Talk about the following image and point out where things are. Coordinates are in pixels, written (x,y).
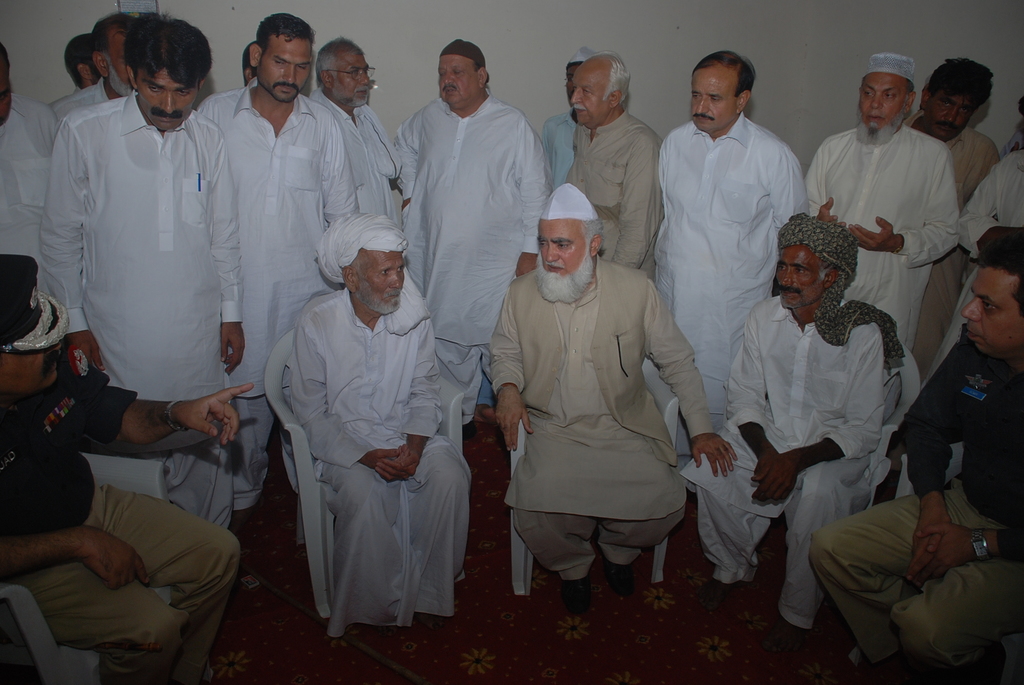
There are five men (346,436) sitting on the chairs (319,589). Among them two (881,542) are police officers (931,552). The man (235,543) on the left corner of the picture (222,401) is talking to the men (607,335) who are sitting on the chairs (511,518). Behind them, there are many people (720,168) standing and listening to the police officer (83,433). Behind these people (342,194), we see a white wall (714,41) and this picture might be clicked in a room (492,579).
